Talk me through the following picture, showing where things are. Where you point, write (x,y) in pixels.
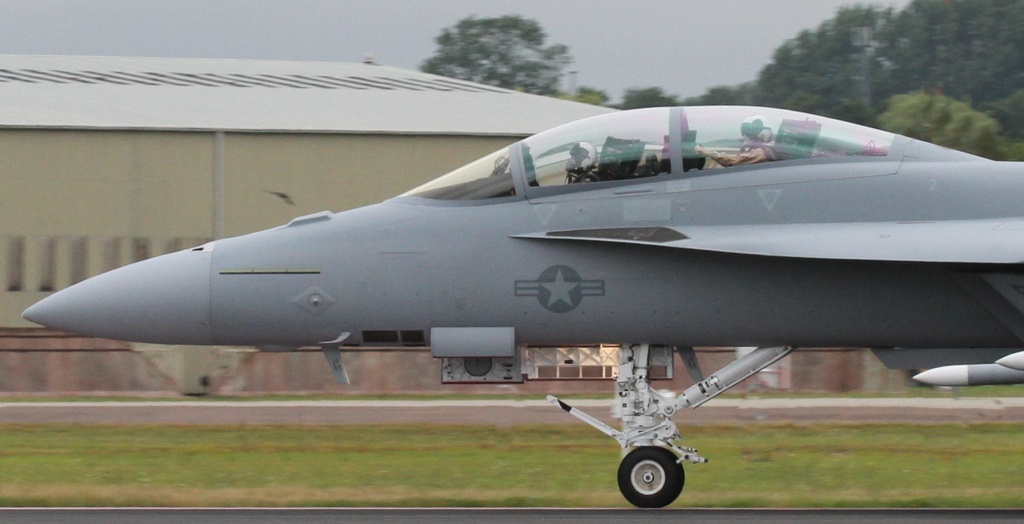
In this picture we can observe an aircraft (510,226) on the runway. This aircraft (478,298) is in grey color. In the background (185,169) we can observe a building (253,175) and there are some trees (891,83). We can observe a sky (285,32).
